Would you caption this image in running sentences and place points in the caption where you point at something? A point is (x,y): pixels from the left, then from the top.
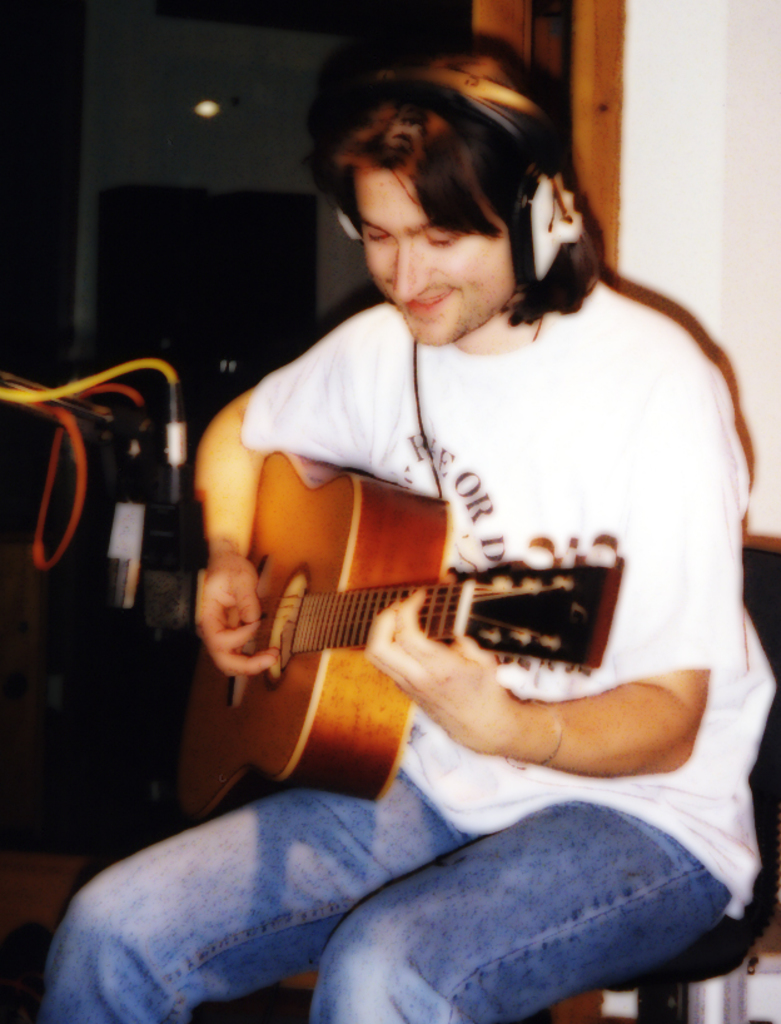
In this image i can see a man (483,826) sitting and playing the guitar (275,643) he is wearing the ear phones (562,191) at the back ground (278,108) i can see a wall (222,100) and a light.
